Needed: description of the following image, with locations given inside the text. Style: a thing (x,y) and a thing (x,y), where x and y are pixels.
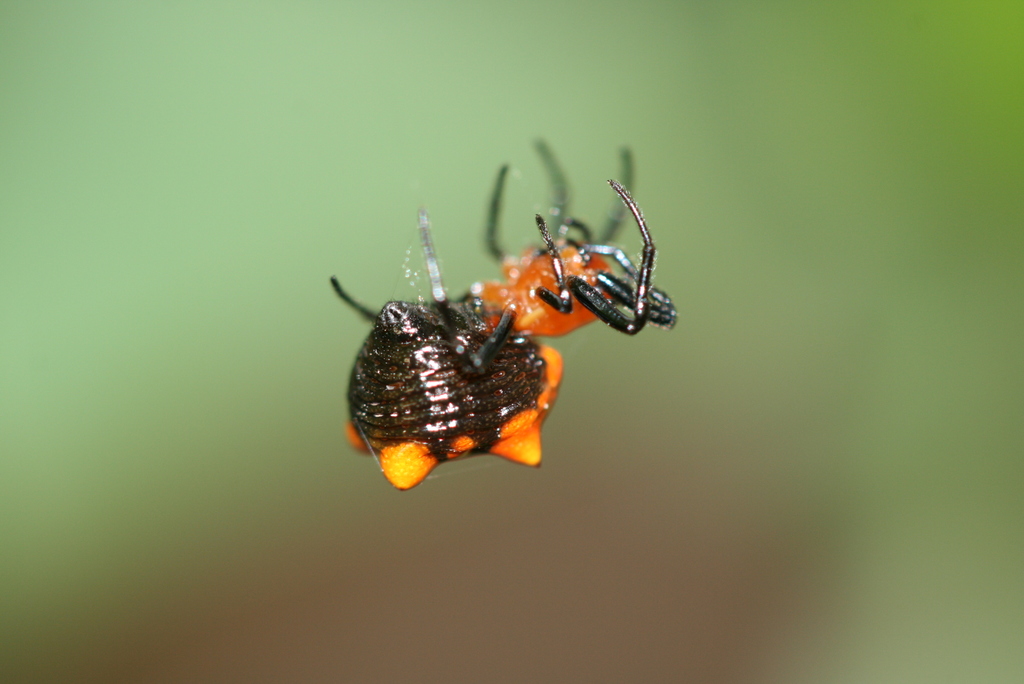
In the image there is an insect (439,319) on a web (413,280) and the background (351,116) is blurry.
